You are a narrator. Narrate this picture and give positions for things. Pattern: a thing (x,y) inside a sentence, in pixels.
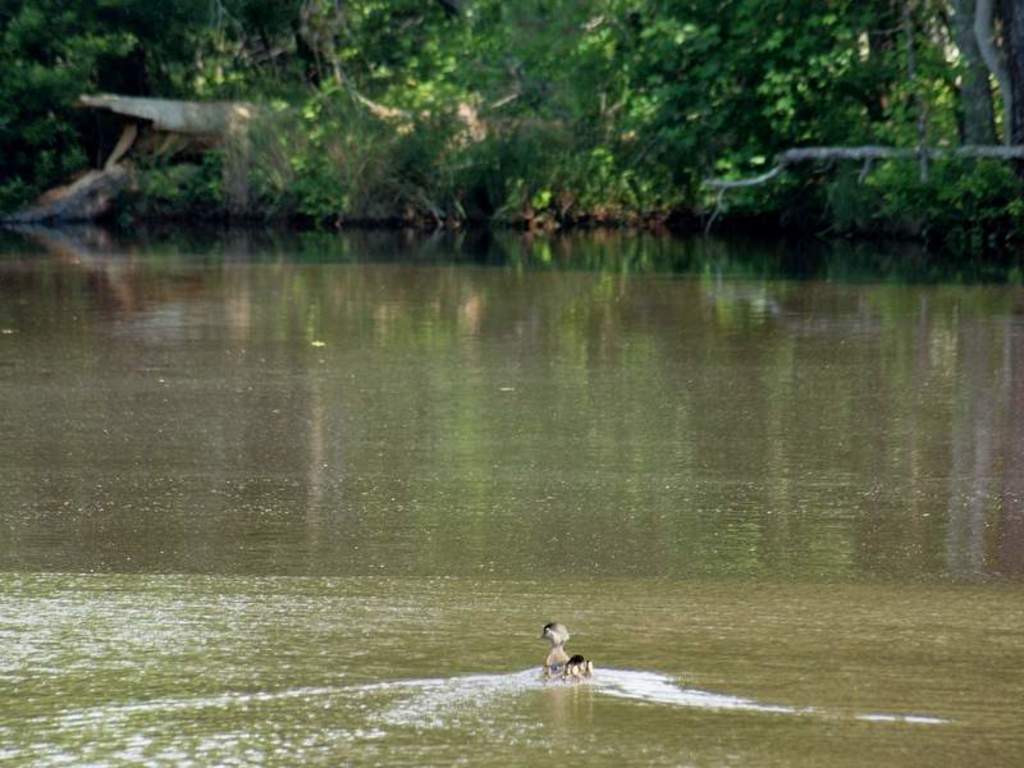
In this picture we can observe a bird (555,664) swimming in the water (485,662). We can observe a lake (422,500). In the background (481,154) there are trees (449,135).
